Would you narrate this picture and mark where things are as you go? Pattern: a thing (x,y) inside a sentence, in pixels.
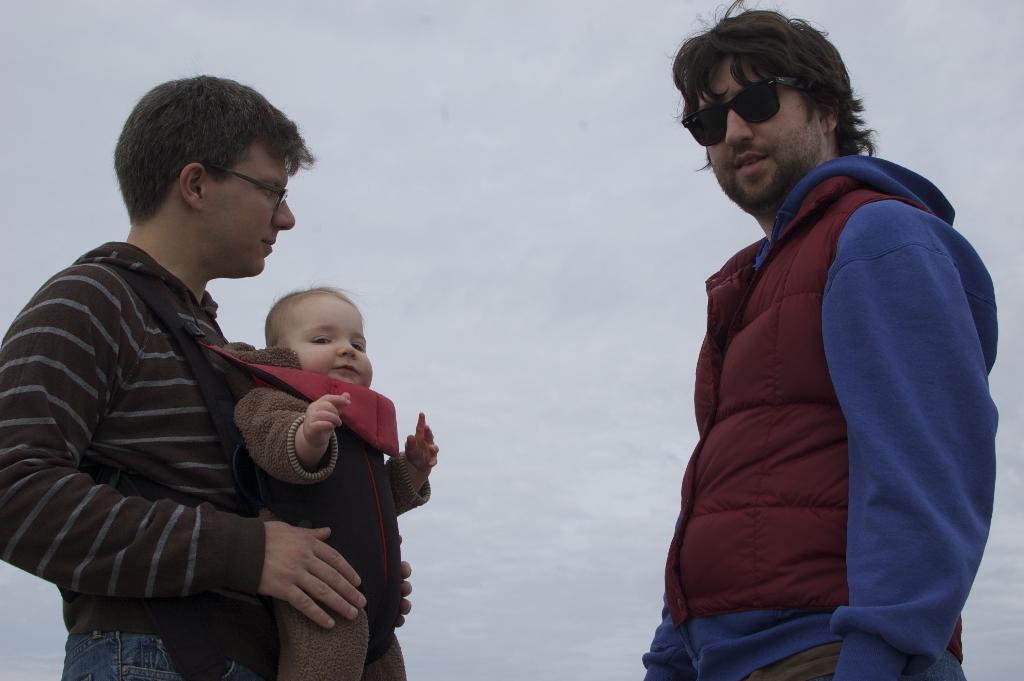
In this picture we can see two persons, one baby (336,359) and we can see sky (469,367) in the background (433,385).
